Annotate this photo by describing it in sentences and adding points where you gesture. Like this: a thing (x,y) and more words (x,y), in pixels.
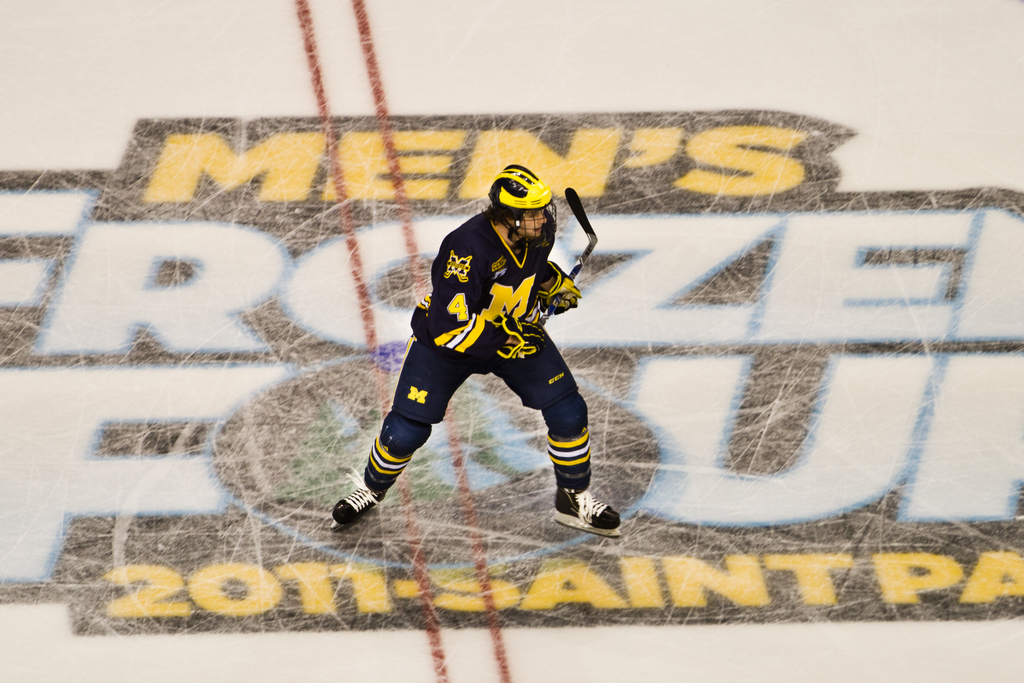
In this image, I can see a person (543,334) holding a hockey bat (590,224) and standing on the ice (430,534). I can see the letters (842,358) and numbers (208,583) written on the ice (496,151).
